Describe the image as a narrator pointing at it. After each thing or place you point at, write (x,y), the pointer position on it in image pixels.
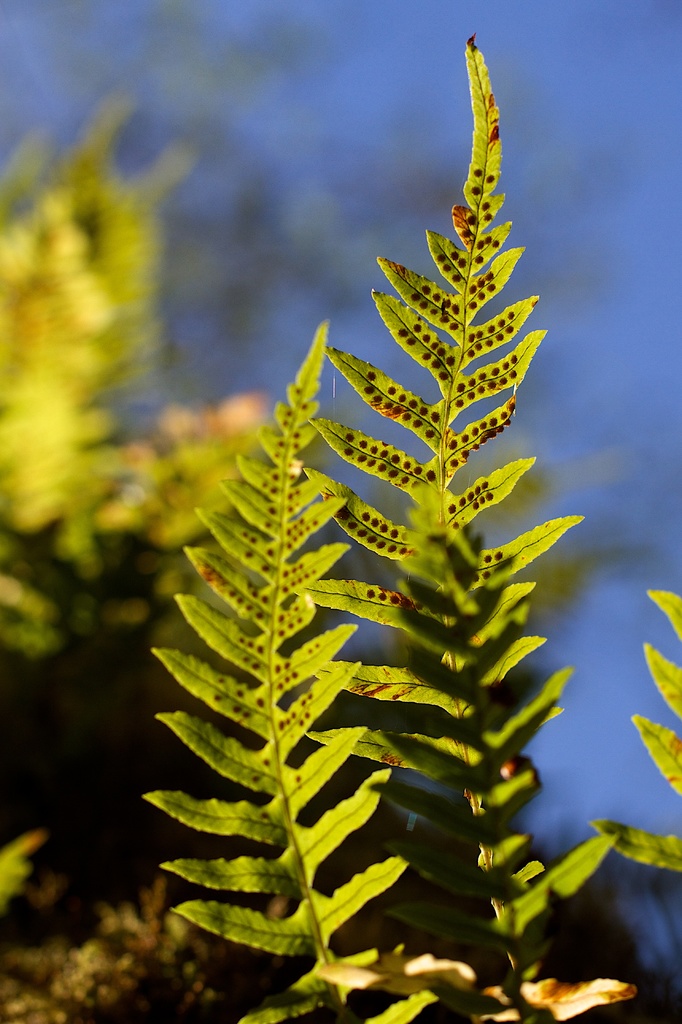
In this image we can see some plants (430,333) and the background (4,317) is blurred.
